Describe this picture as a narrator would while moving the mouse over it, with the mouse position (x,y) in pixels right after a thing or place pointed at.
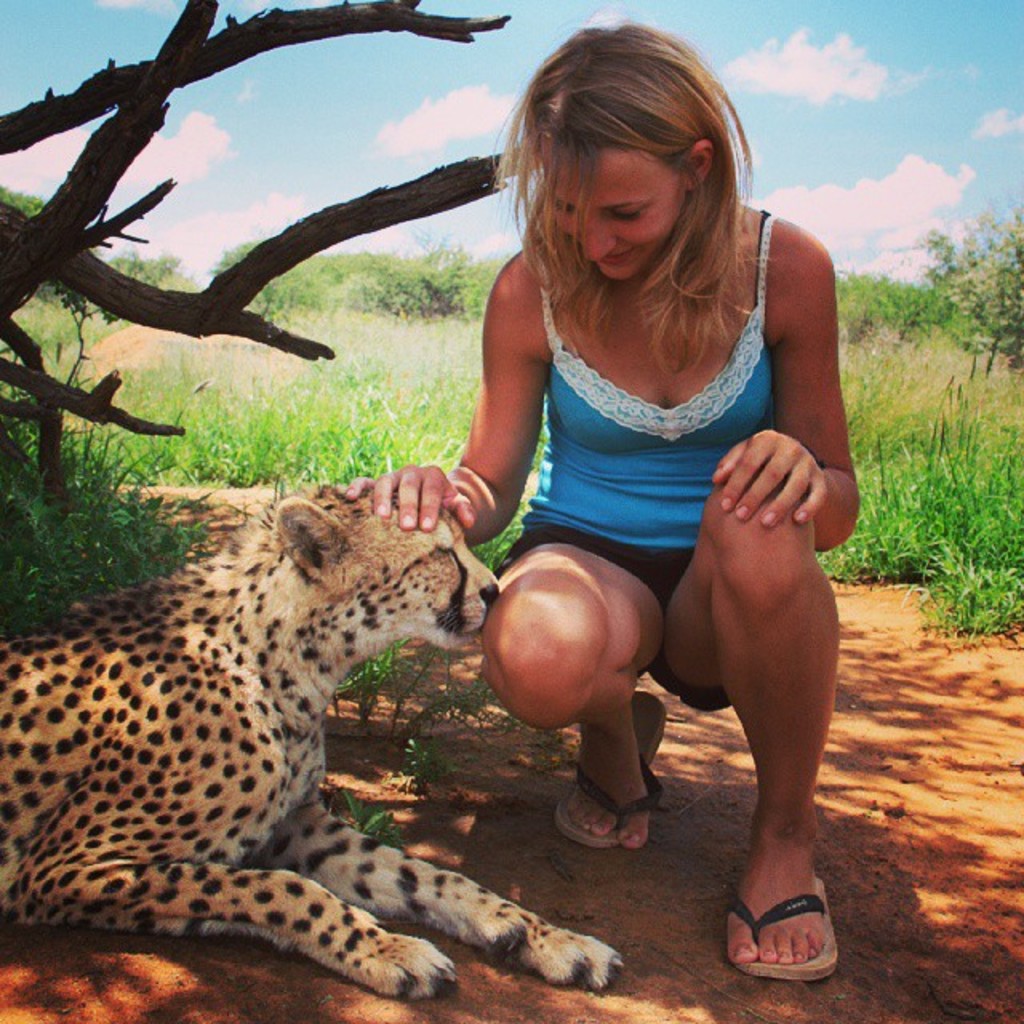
In this image we a woman (796,389) wearing a blue T-shirt (674,483) is in the squat position and we can see a cheetah (355,552) on the ground (688,913). In the background (129,45), we can see grass (363,442), trees (234,272) and the sky (1011,177) with clouds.
